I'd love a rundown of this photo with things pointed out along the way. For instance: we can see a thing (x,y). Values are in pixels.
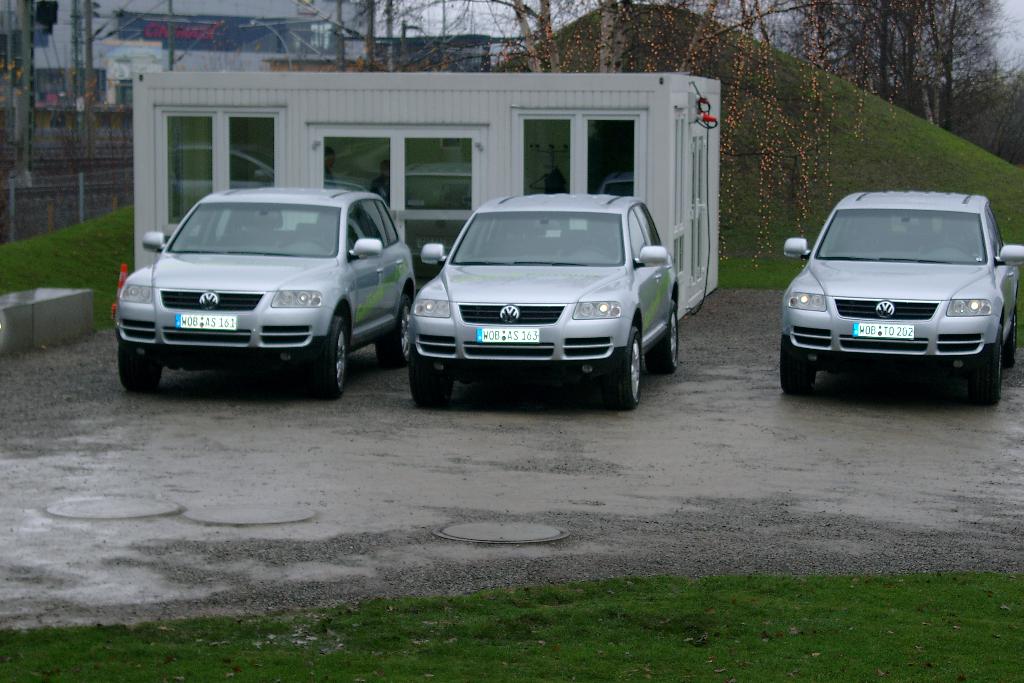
In this image, we can see three vehicles (978,352) are parked on the road (472,511). At the bottom (827,652), there is a grass (501,655). Background (369,113) there is a shed (423,181) with glass doors (471,188). Here there are so many trees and building (99,62).
